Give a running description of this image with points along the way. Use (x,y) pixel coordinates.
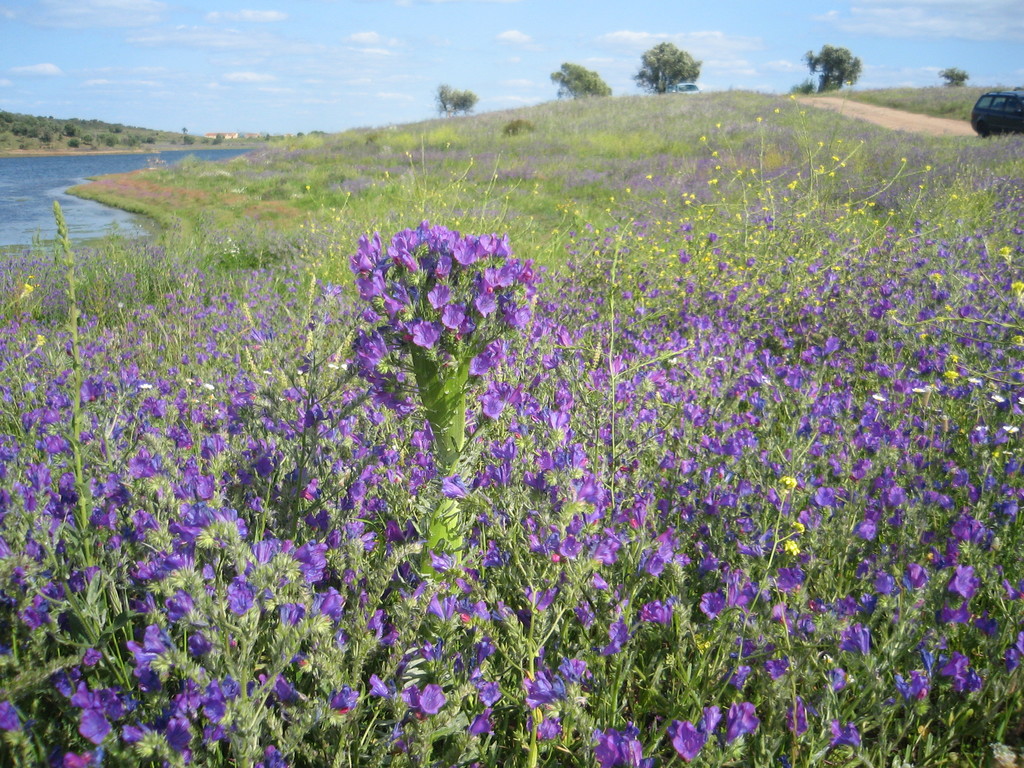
In this image there are flowers (544,534) on plants (447,337), in the background of the image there is a river (106,169) and trees (591,94).
